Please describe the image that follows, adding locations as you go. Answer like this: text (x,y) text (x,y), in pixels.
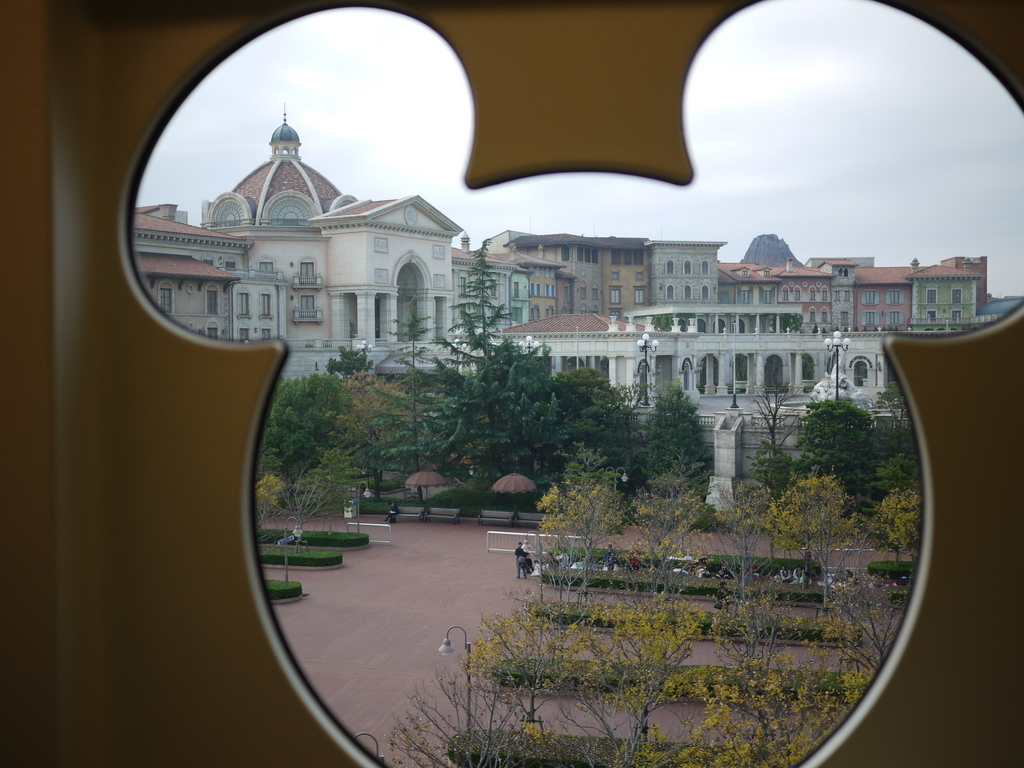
In this image there are buildings (711,391), trees (660,430) and lampposts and on the pavement (457,589) there are a few people (527,572) standing and there are few people (391,521) seated on benches (488,518) and there are bushes (307,538).
